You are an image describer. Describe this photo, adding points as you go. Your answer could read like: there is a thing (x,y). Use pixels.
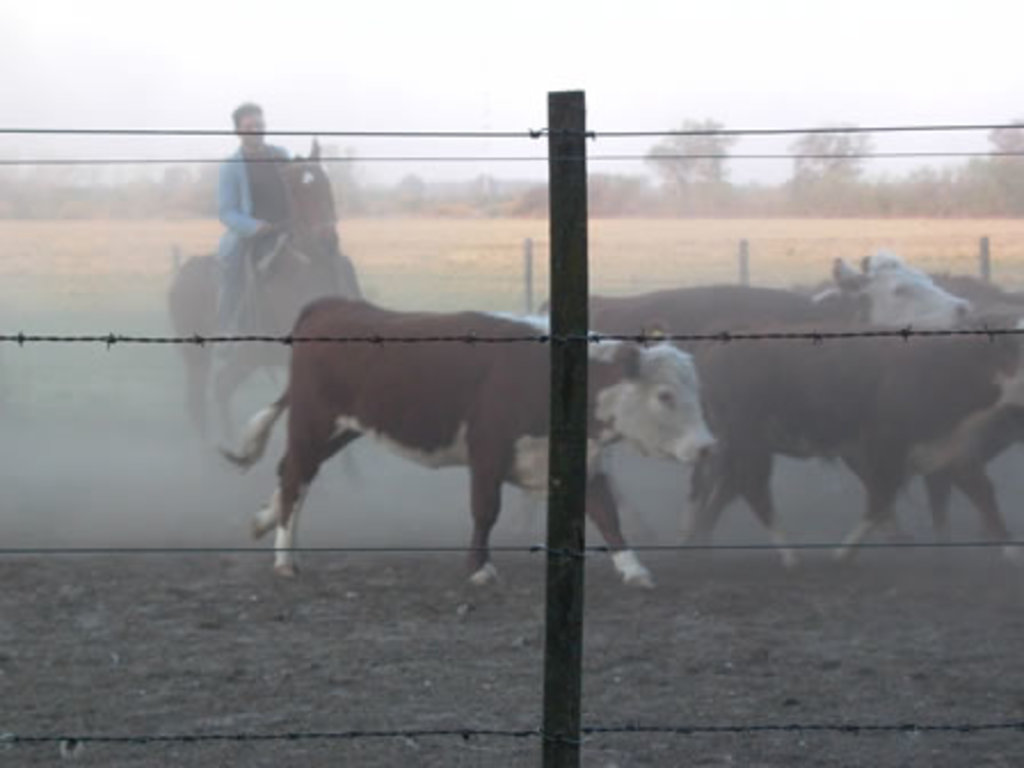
In this picture I can see there is a person (243,233) riding a horse (262,317) and there are cattle (628,442) running on right side (691,373). In the backdrop (129,36) there are trees (61,211) and the sky (333,70) is clear.
